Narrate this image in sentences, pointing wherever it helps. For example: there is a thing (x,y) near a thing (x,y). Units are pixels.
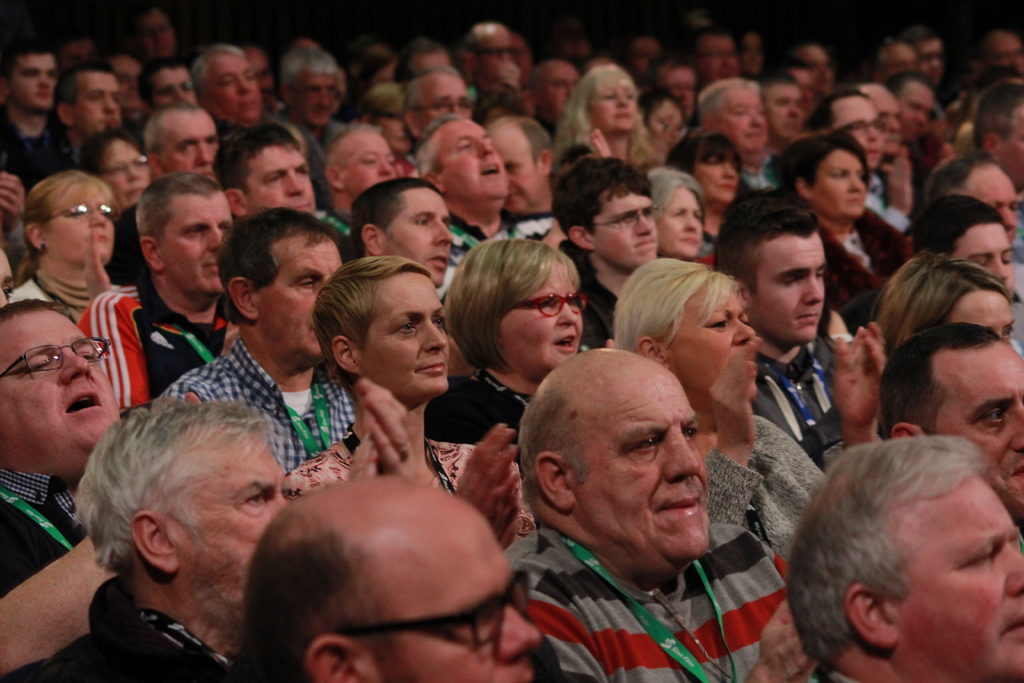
In this image there are a few people (545,344) looking to the right side of the image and few (868,408) are clapping.
